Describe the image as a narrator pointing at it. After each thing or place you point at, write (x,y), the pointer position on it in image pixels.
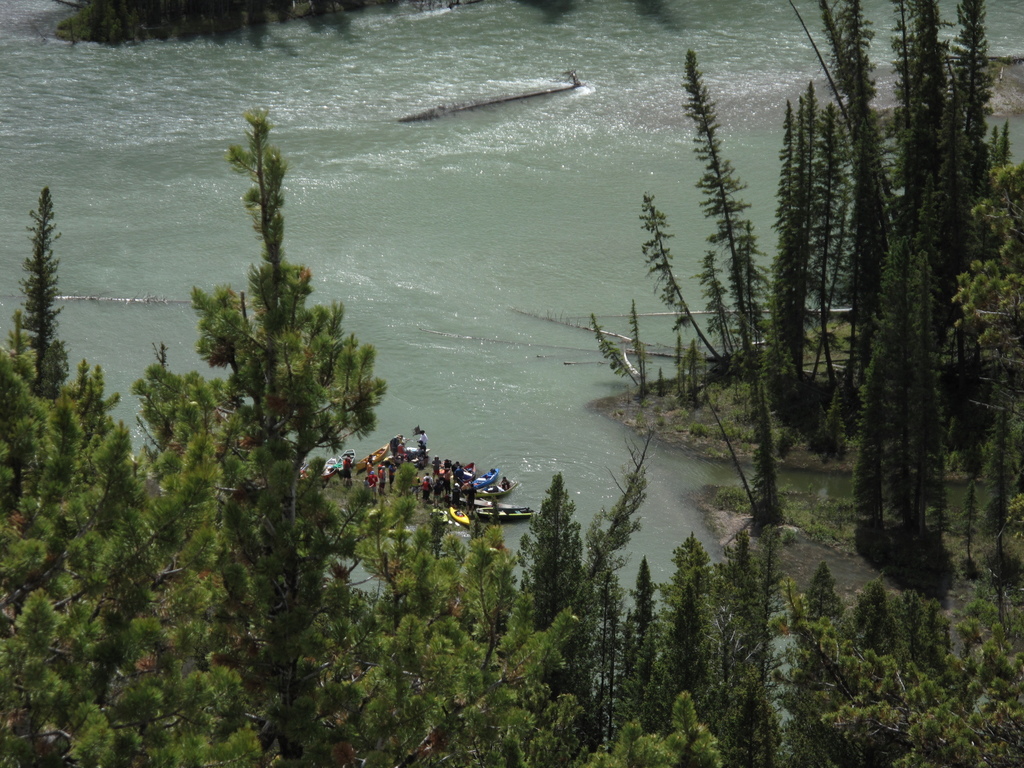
In this image we can see there are trees (625,501). In the middle of the trees (751,373) there are a few people (429,475) are on the boat (485,485), which is on the river (552,195).
